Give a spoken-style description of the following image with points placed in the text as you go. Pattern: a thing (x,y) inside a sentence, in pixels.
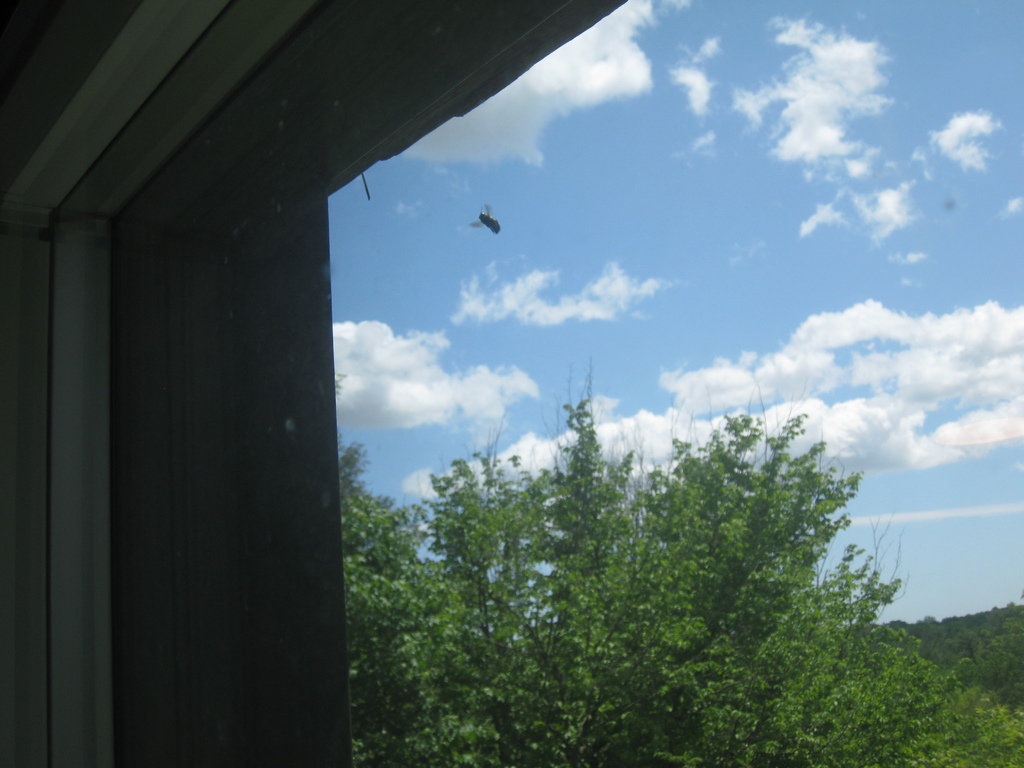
Through the window (326,396) we can see trees (650,751), insect (489,222) and cloudy sky (786,286).
